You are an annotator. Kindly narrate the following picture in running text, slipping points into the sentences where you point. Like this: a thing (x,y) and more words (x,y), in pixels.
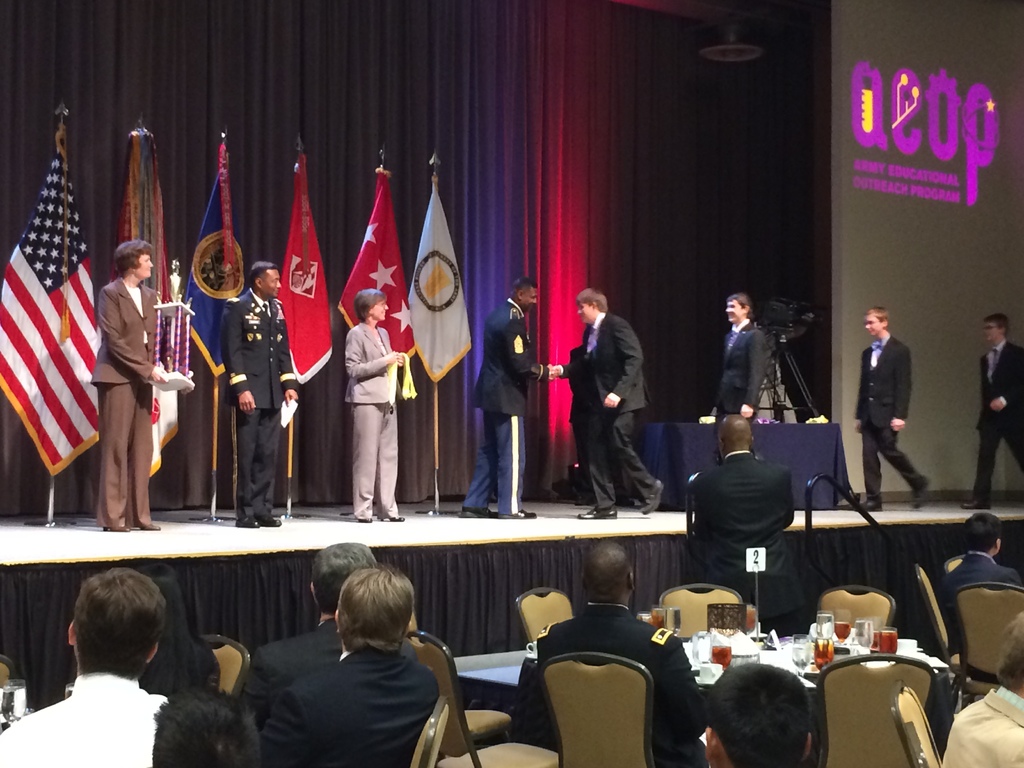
In this image I see number of people (110,604) in which few of them are on the stage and I see rest of them over here and few of them are sitting on chairs (491,767) and I see a man (754,510) over here and on the stage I see number of flags (423,261) over here and I see few words (865,67) written over here and I see the curtains (734,131) and I see glasses (876,639) and other things (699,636) on this table (797,681).
